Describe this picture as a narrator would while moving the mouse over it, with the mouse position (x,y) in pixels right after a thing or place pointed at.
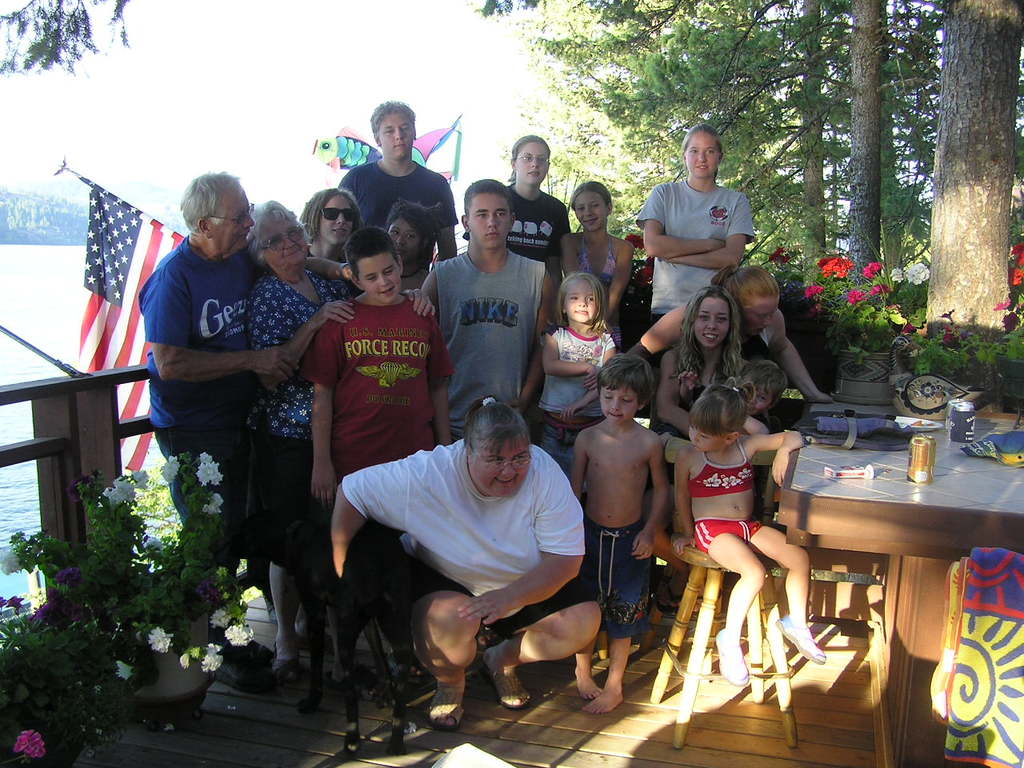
In this picture we have a group of people (263,439) and a dog (270,555) and a plant (196,582) and a table (915,553) on which things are placed.
